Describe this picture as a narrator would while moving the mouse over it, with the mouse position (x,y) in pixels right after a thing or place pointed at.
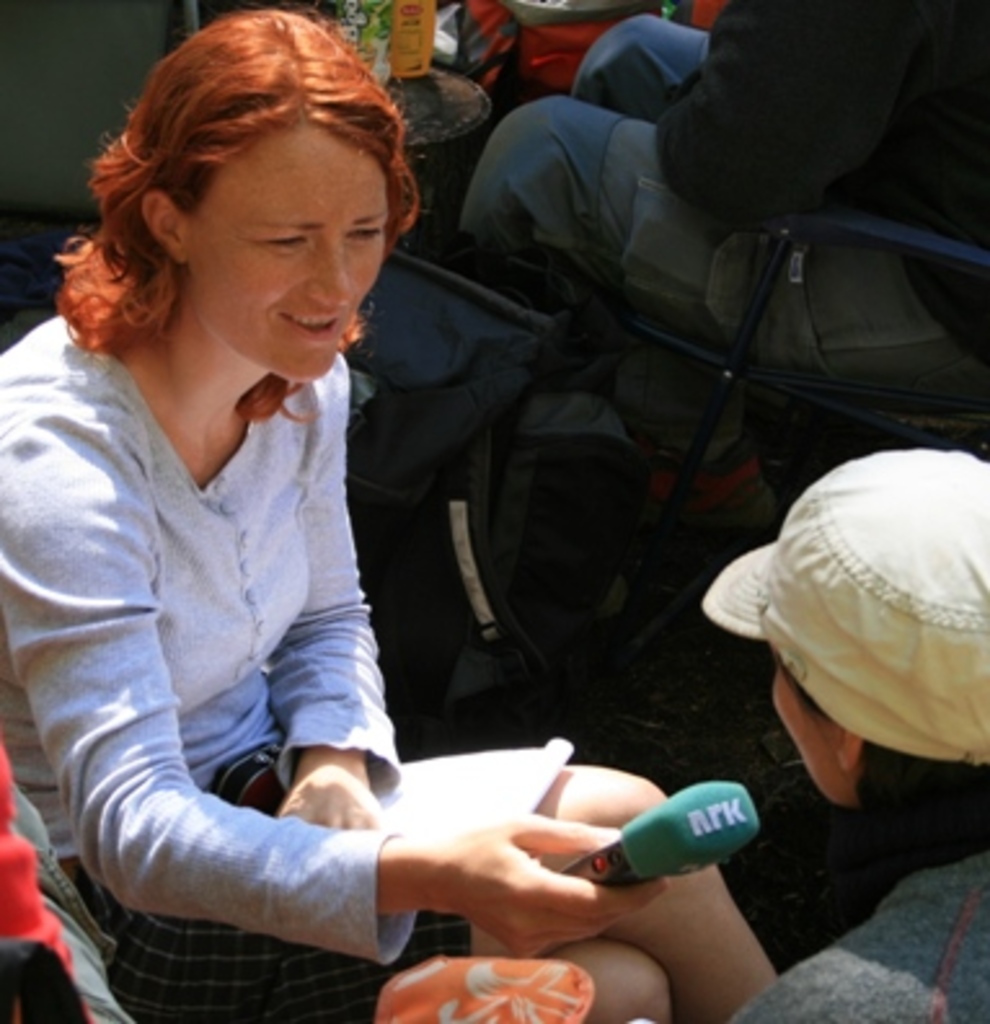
In this image we can see group of persons (877,837). one woman (487,872) wearing a dress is holding a microphone (641,858) in her hand (582,882). One person (846,140) is sitting on a chair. In the background (449,48), we can see group of objects (402,62) placed on the table (449,93) and some bags (450,482) placed on the surface (675,563).
